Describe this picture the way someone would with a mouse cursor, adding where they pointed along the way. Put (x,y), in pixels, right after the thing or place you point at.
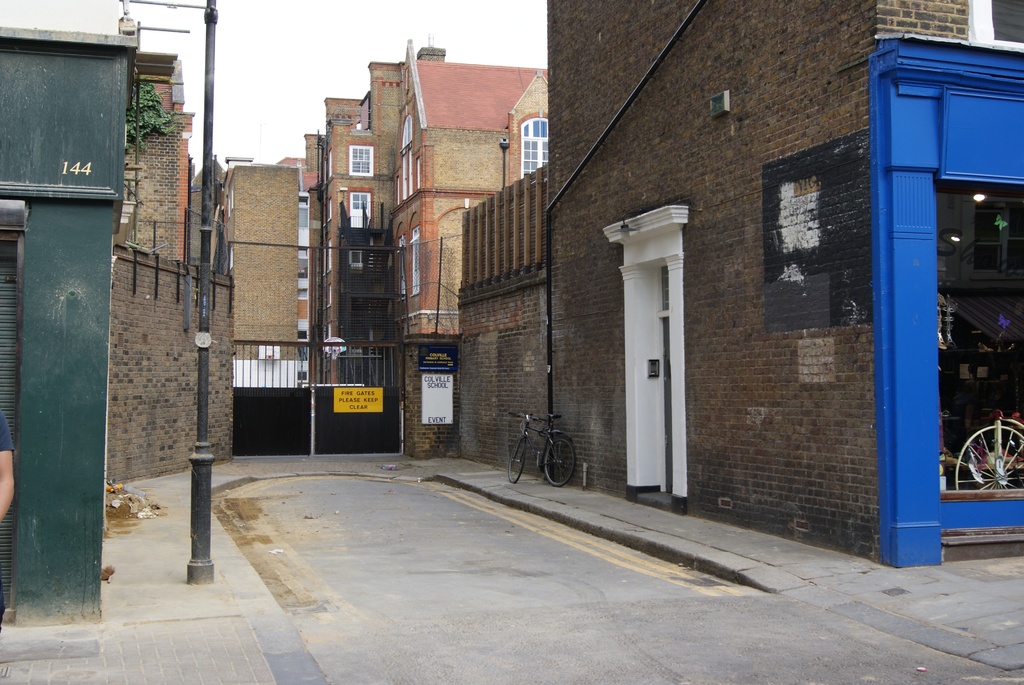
This picture might be taken from outside of the city. In this image, on the right side (806,175), we can see a building (871,13), glass window (1000,388). In the glass window (1020,429), we can also see a wheel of a bicycle (997,482), out of the building (658,219), we can see a bicycle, board (445,351). On the left side (220,347), we can see a pole (203,220), street light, shutter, brick wall (145,338), we can also see hand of a person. In the middle of the image (350,368), we can see a metal door (281,415), board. In the background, we can see some buildings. On the top (226,126), we can see a sky (446,0), at the bottom (775,589) there is a road (365,634) and a footpath (232,648).
